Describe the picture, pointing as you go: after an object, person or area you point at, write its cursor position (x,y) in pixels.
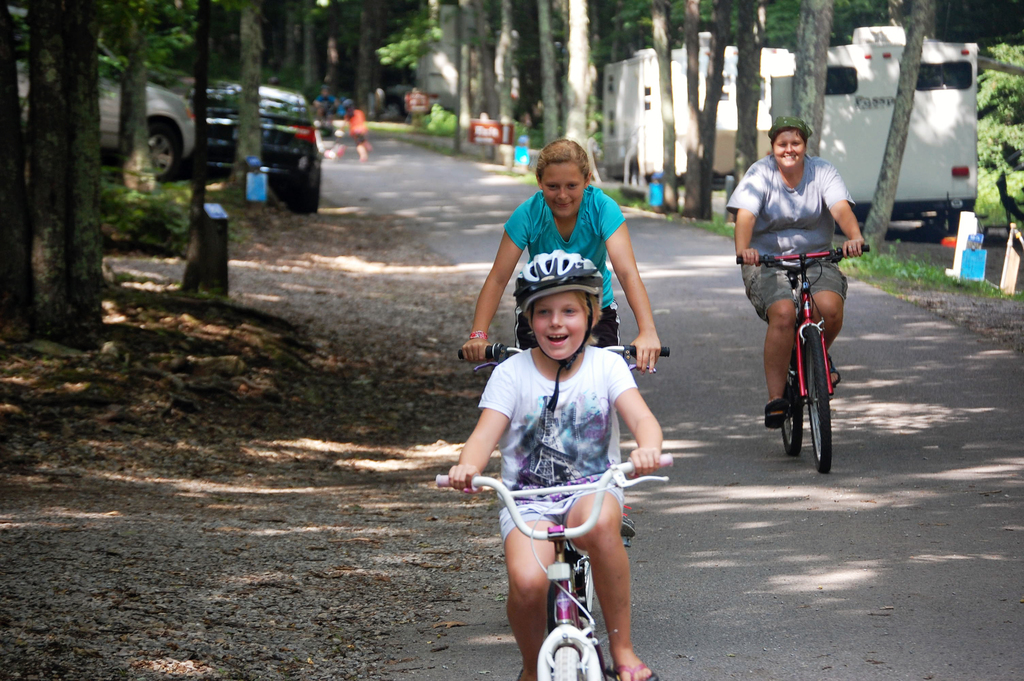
In the middle of the image (473,351) three persons (789,149) riding a bicycle (570,576) on the road (946,556). Top right side of the image (944,61) there is a vehicle (924,107), Behind the vehicle (922,62) there are some trees (997,53). Top left side of the image (266,151) there are two cars (225,160). At the top of the image (484,85) there are some trees (434,16) and bushes (443,112).
